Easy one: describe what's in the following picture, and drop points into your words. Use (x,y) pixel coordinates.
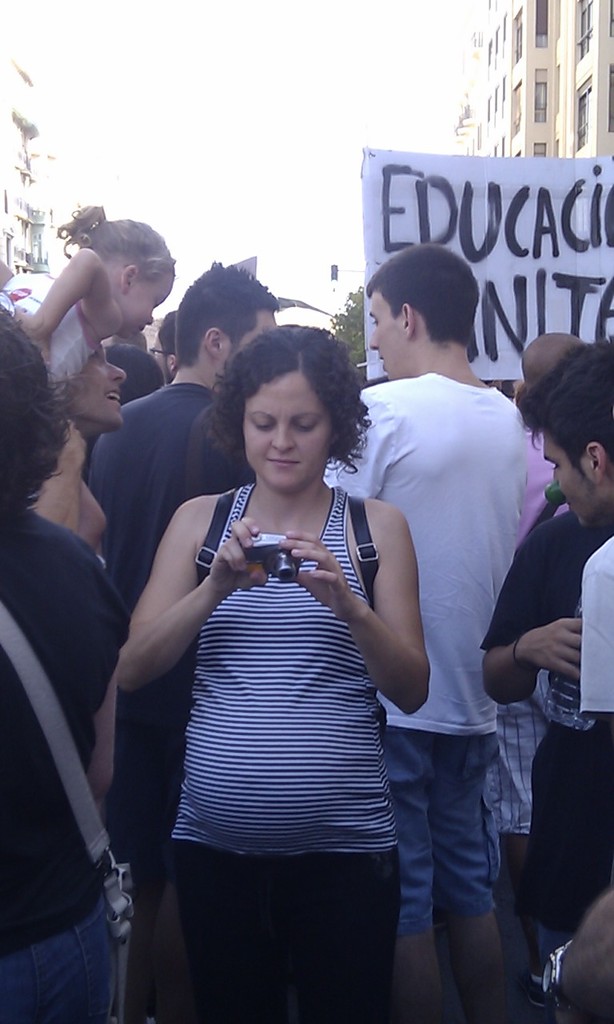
This image is taken outdoors. At the top of the image (223,114) there is the sky (229,150). In the background (36,195) there are two buildings (520,114). There is a tree (352,324). In the middle of the image (294,484) many people (481,752) are standing. A woman (184,522) is holding a camera (286,560) in her hands (231,567). On the right side of the image (481,246) there is a banner (498,220) with a text (595,231) on it.
